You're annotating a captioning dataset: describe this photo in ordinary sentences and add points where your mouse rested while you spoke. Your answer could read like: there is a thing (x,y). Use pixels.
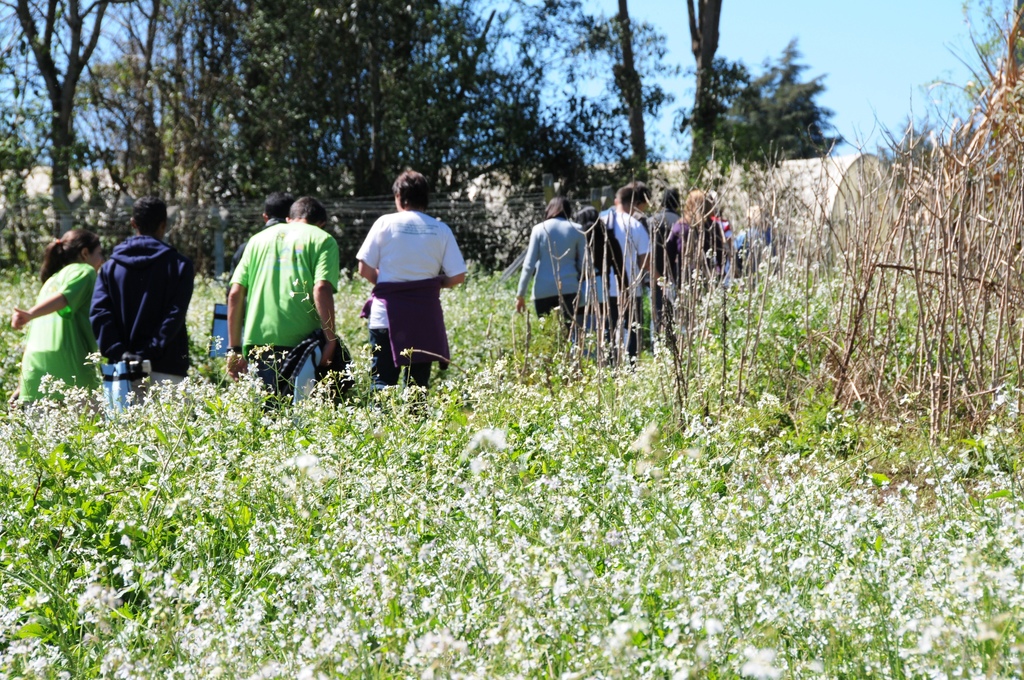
In this picture there are people (617,222) and we can see plants (30,511), flowers (131,676) and grass (12,536). In the background of the image (606,165) we can see trees (304,123) and sky (860,57).
